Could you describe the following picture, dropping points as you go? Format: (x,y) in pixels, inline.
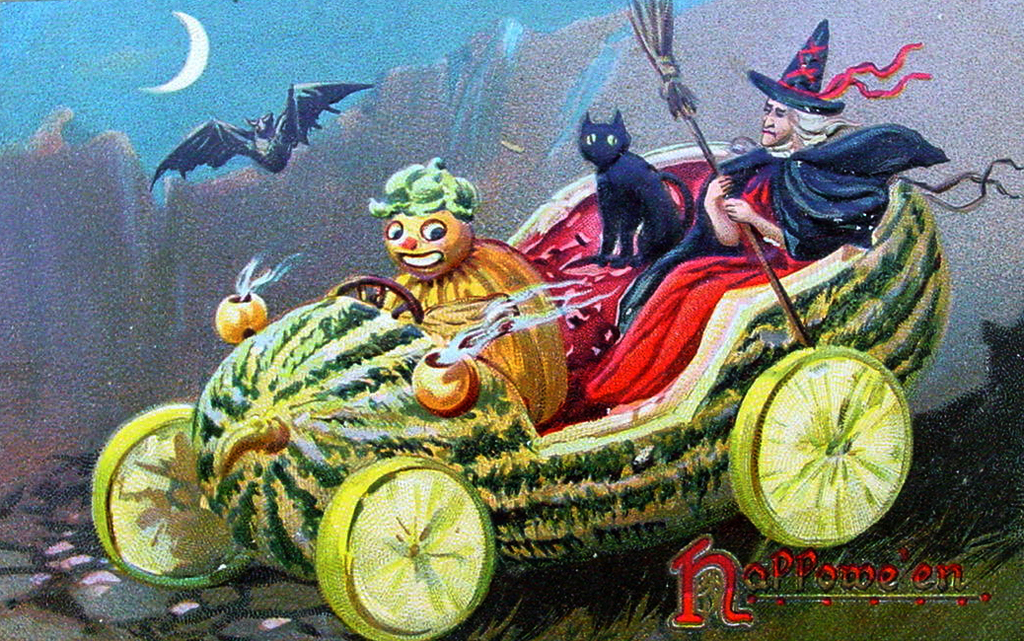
This is a painting of a cartoon image. In the background (533,136) we can see a bat (254,127), moon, and sky (227,60).
